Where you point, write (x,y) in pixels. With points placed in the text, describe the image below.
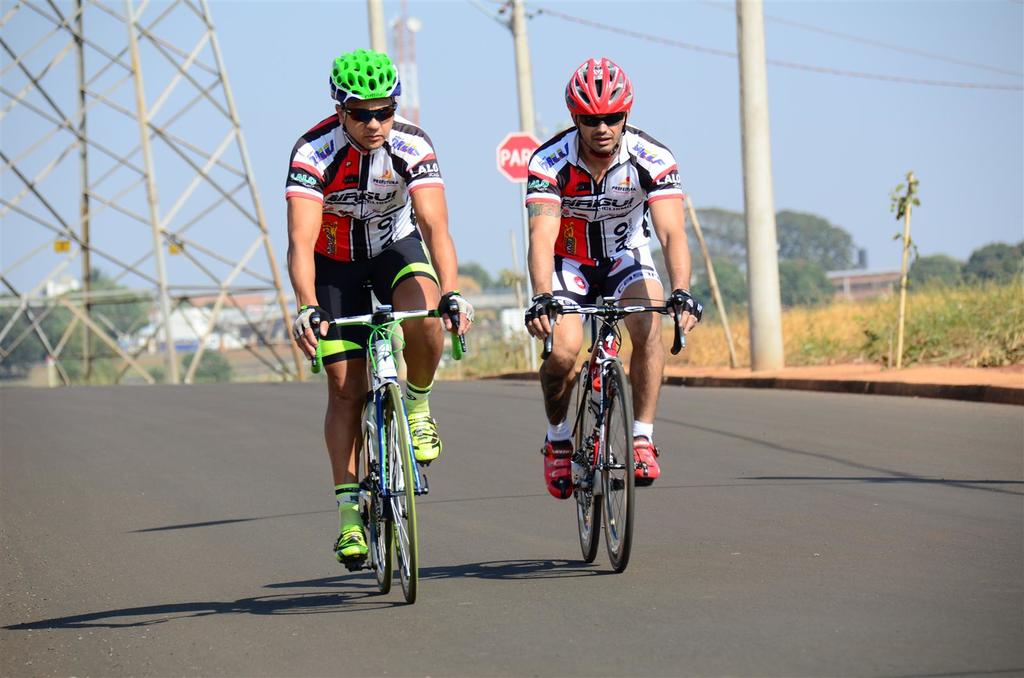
In this image, we can see two persons (605,197) wearing helmets (586,75) and riding bicycles (604,303) on the road (705,565). There are poles (761,247) and towers (412,106) beside the road (663,630). In the background of the image (197,118), there are trees (912,274) and sky (833,120). There is a sign board (521,159) in the middle of the image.
